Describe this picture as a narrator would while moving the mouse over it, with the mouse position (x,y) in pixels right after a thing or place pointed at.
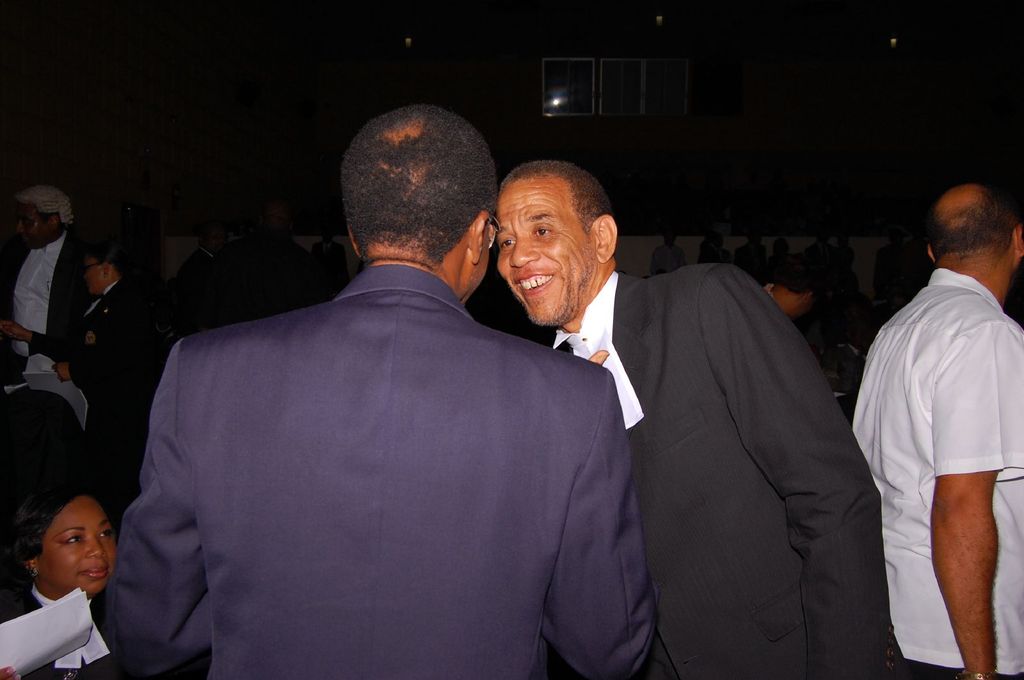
In this image we can see some persons (569,485). In the background of the image (948,135) there are persons (2,264), wall (147,71), windows (557,89) and other objects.
